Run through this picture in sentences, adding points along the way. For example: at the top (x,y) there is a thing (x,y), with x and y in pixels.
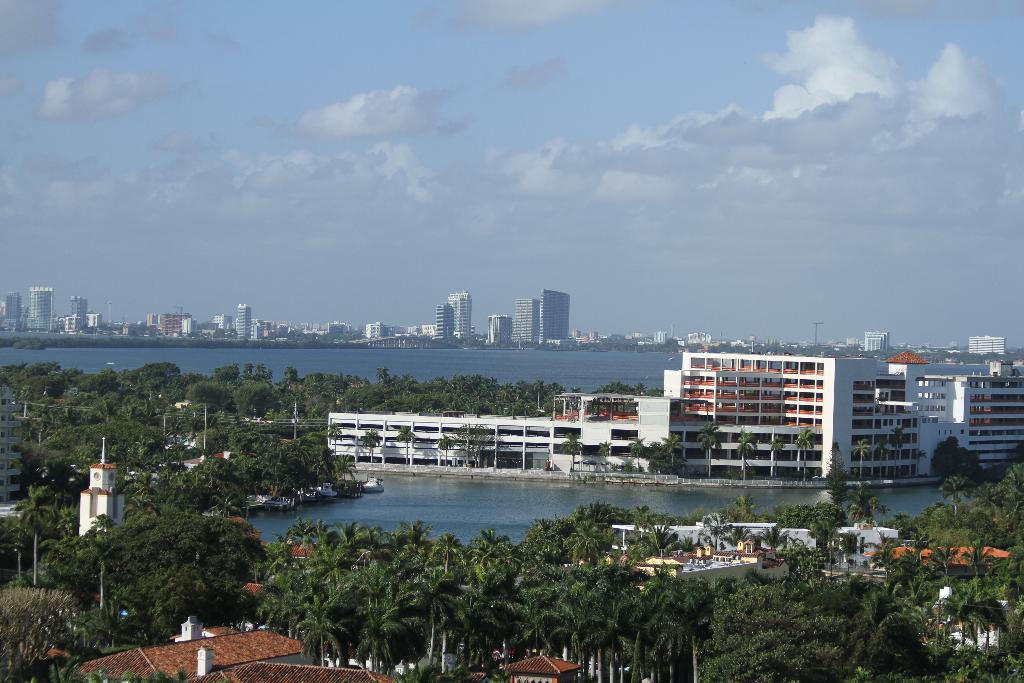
In this image there are buildings (782,452) and trees (454,560). We can see water (519,360). In the background (456,250) there is sky (338,81). There are poles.
